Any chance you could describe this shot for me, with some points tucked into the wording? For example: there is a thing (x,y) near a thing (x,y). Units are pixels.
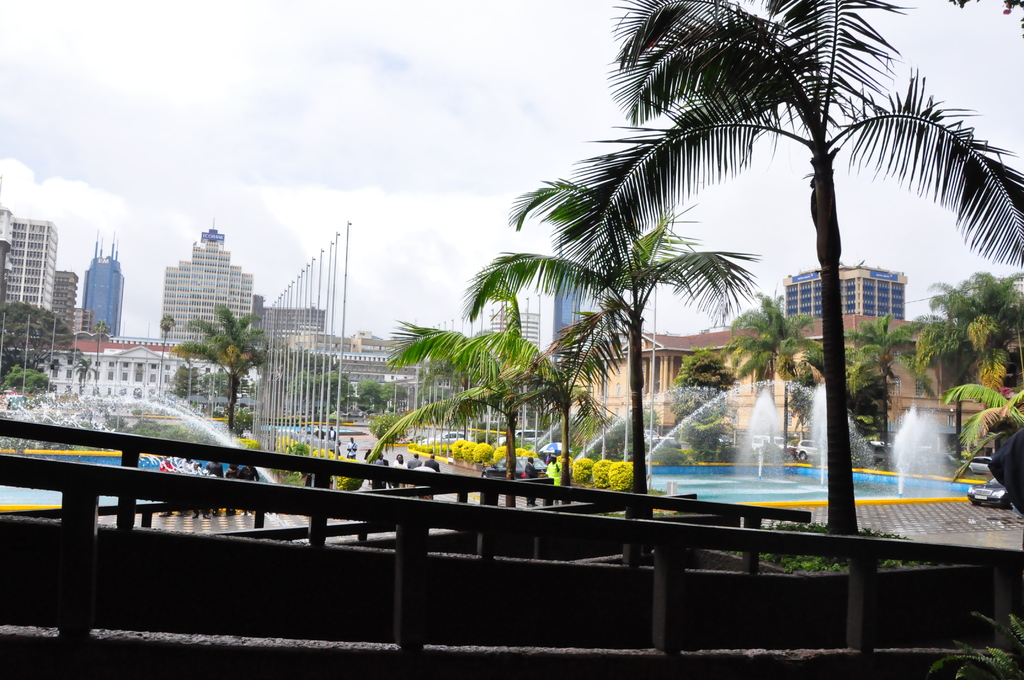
In this image there are iron rods (685,525), vehicles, group of people (530,469), trees (978,425), plants (999,666), water fountains (767,476), water (713,398), poles (292,301), lights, buildings (297,317), and in the background (303,216) there is sky (233,72).
